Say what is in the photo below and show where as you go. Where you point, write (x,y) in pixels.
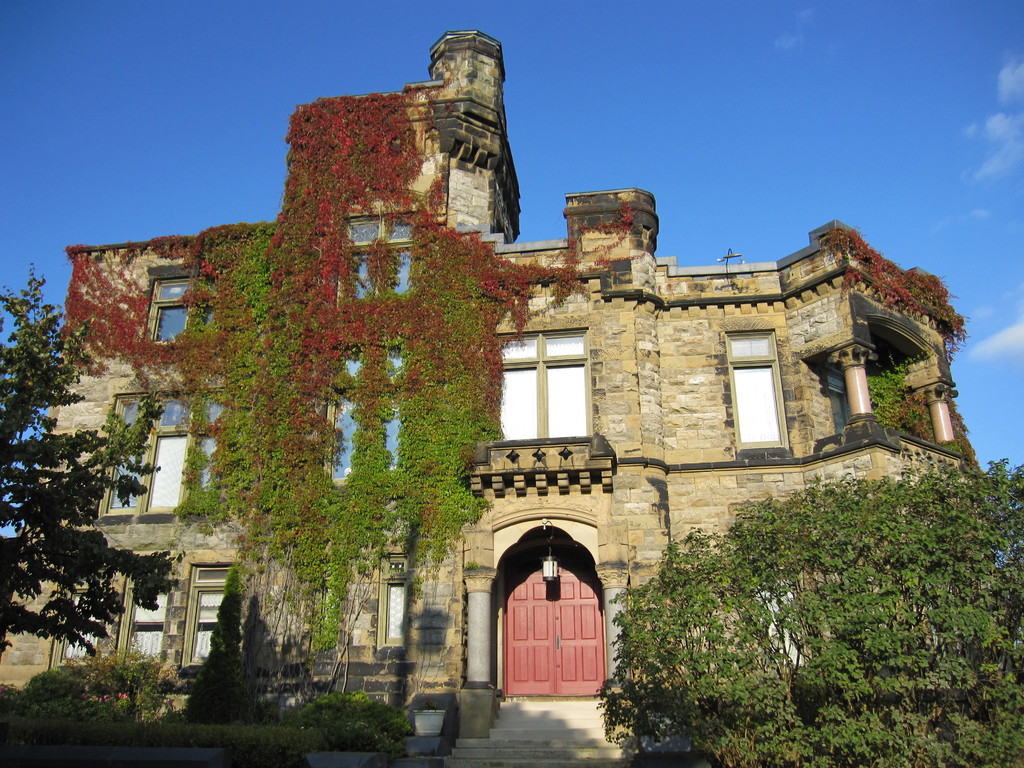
In this picture we can see a building (556,392) with windows (533,407) and a door (555,624). In front of the building (633,418) there are trees (1,596), plants (353,719) and steps (511,715). Behind the building (530,341) there is the sky (749,181).
